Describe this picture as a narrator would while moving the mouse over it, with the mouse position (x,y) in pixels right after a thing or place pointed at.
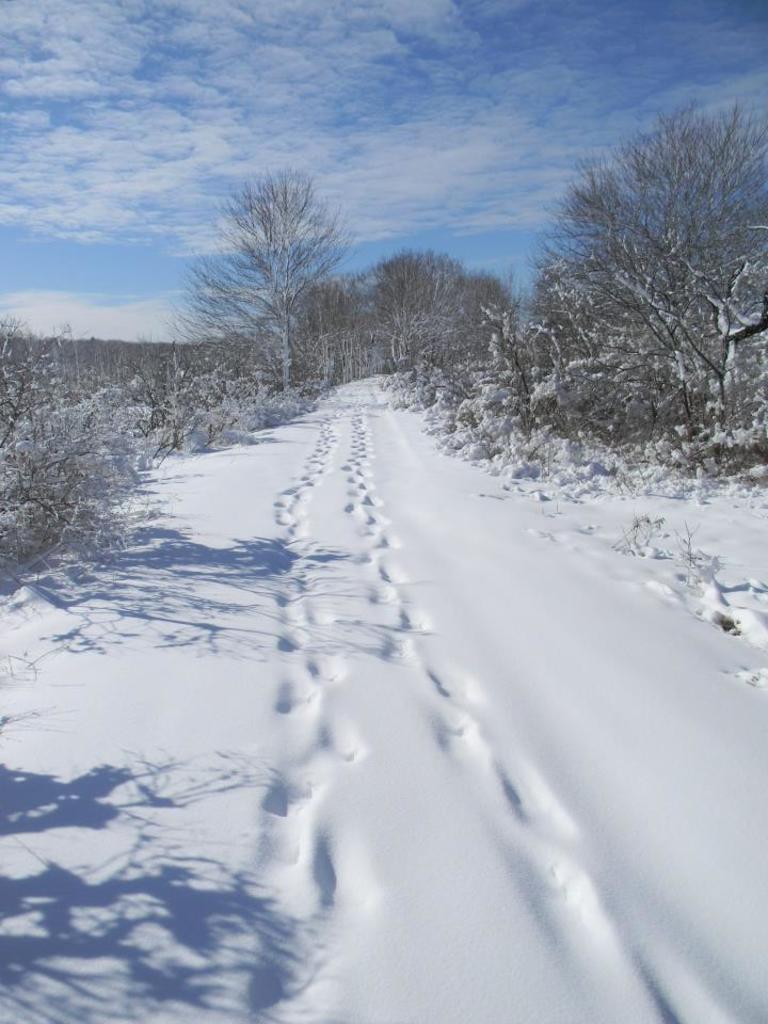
Here we can see snow (291,628) on the ground (456,523). In the background (401,386) there are bare trees (369,296) and clouds (307,103) in the sky (310,155).
